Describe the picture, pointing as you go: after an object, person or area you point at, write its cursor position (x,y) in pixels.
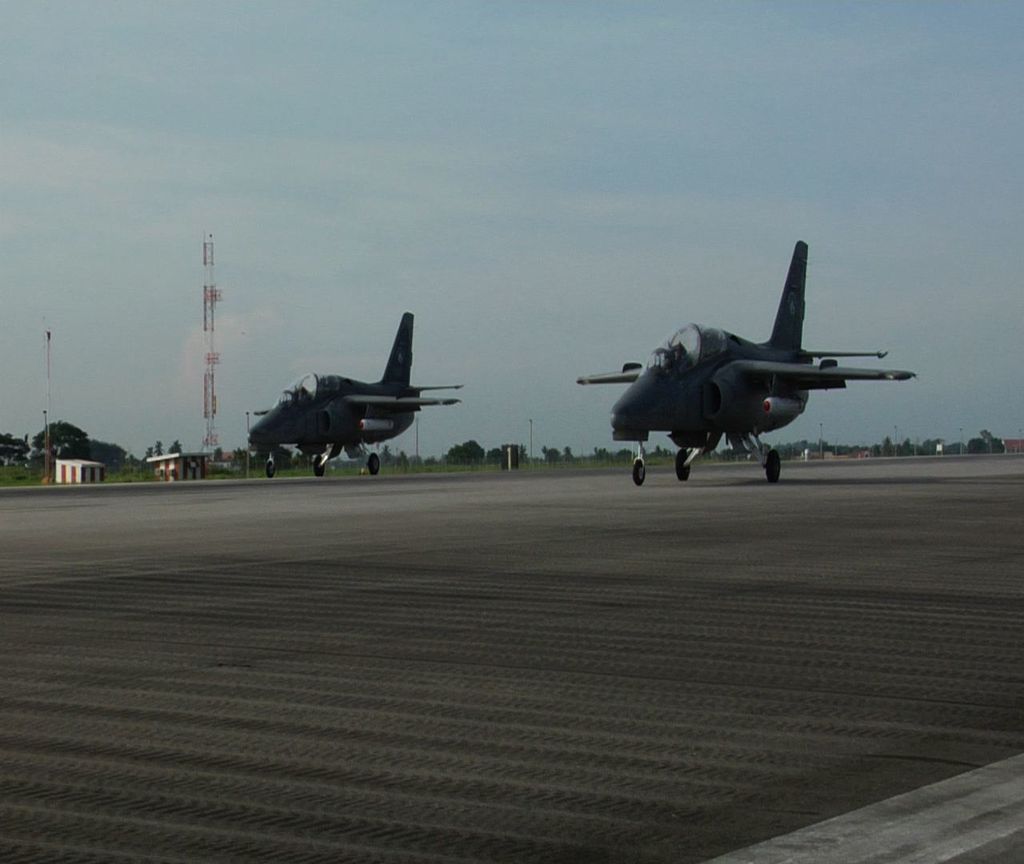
In this image I can see two aeroplanes (315,465) on the floor (679,654) and I can see wheels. Back Side I can see a tower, trees (460,451), poles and sheds (171,463). The sky (469,141) is in blue and white color.
